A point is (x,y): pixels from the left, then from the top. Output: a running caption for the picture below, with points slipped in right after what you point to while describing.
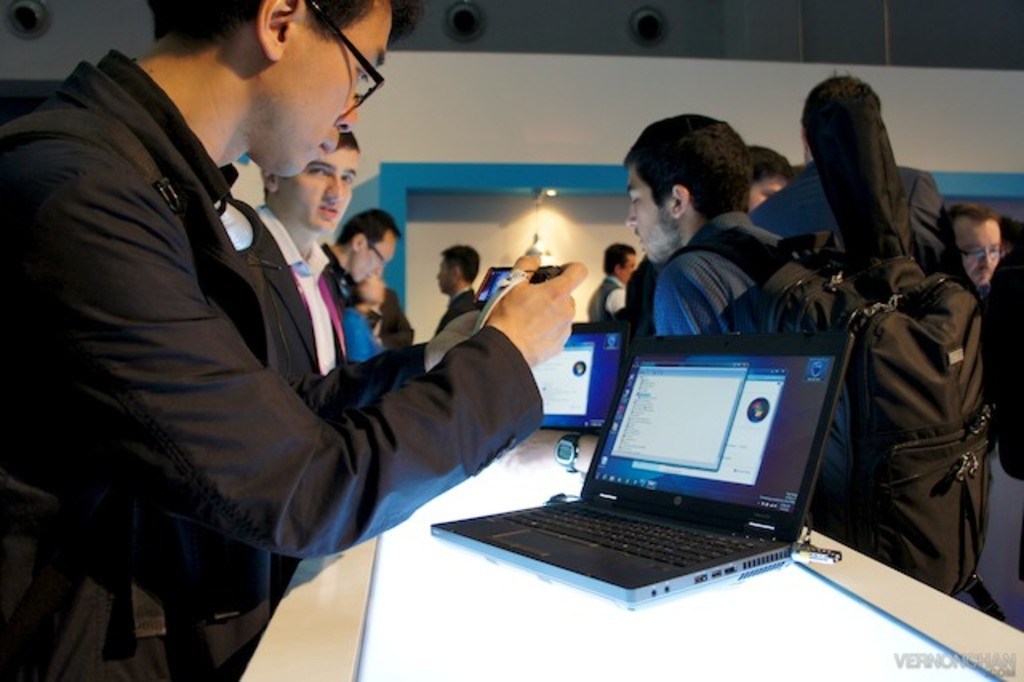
In the center of the image (627,443) there is a table (372,644) on which there are laptops (604,356). To the left side of the image (268,123) there is a person (121,400) standing holding a phone (500,271) in his hand (531,312). In the background of the image (307,251) there are people (470,268). there is wall (480,118). To the right side of the image (686,151) there are people (756,151). There is a person (714,142) wearing a bag (957,577).
